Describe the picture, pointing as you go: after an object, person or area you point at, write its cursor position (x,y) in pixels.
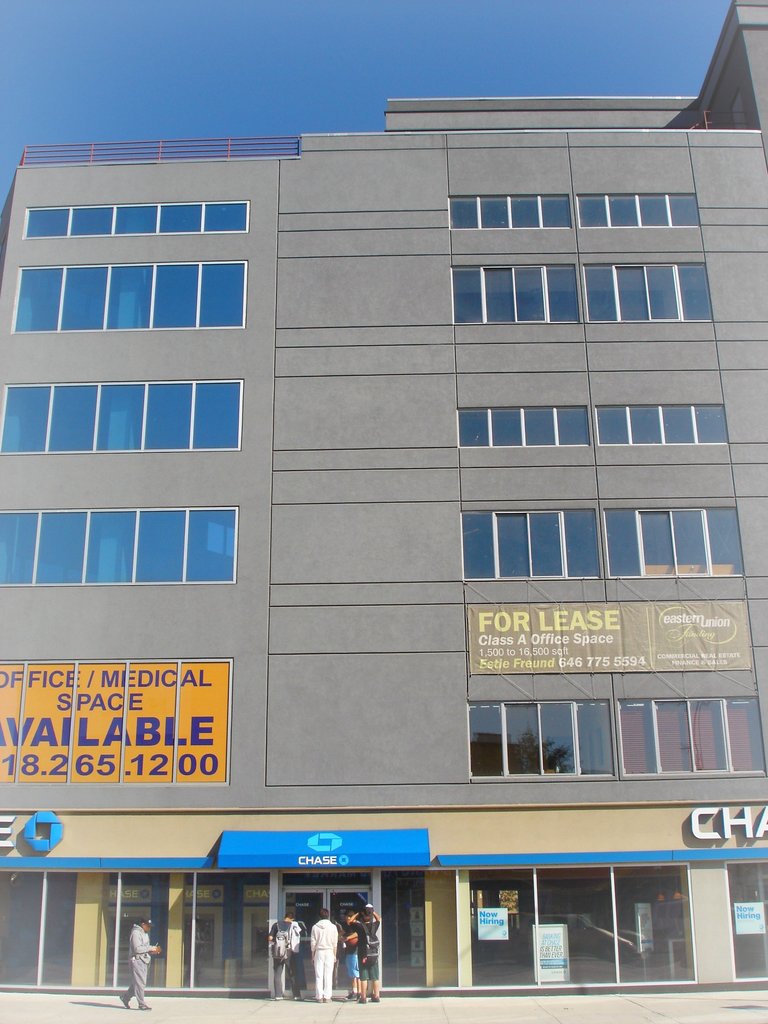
This picture is clicked outside the city. At the bottom of the picture (377,1000), we see people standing on the road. The man (148,950) in the grey shirt (137,954) is walking on the road (116,997). In this picture, we see a building (407,562) in grey color. It has glass doors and glass windows (645,419). We see a banner (503,666) with text (569,653) written on it is placed on the building (453,729). We even see a yellow color board (106,744) with text (140,756) written on it. In the middle of the picture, we see a blue color board (340,861) with some text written on it. At the top of the picture (305,108), we see the sky (276,118). It is a sunny day.
